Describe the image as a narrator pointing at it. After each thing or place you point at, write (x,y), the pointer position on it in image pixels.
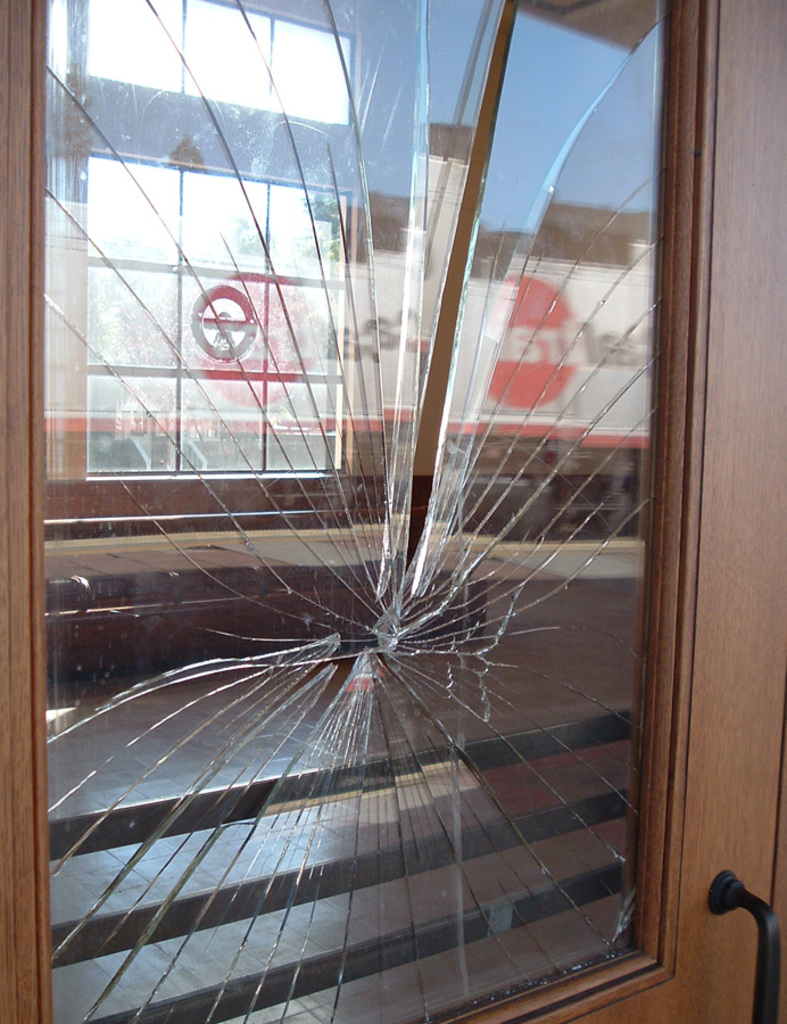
In the foreground of this image (441,659), there is a broken glass (394,682) of a door (610,800) and in the reflection (285,668) we can see stairs (135,813), glass window (253,372) and the sky (365,68).
